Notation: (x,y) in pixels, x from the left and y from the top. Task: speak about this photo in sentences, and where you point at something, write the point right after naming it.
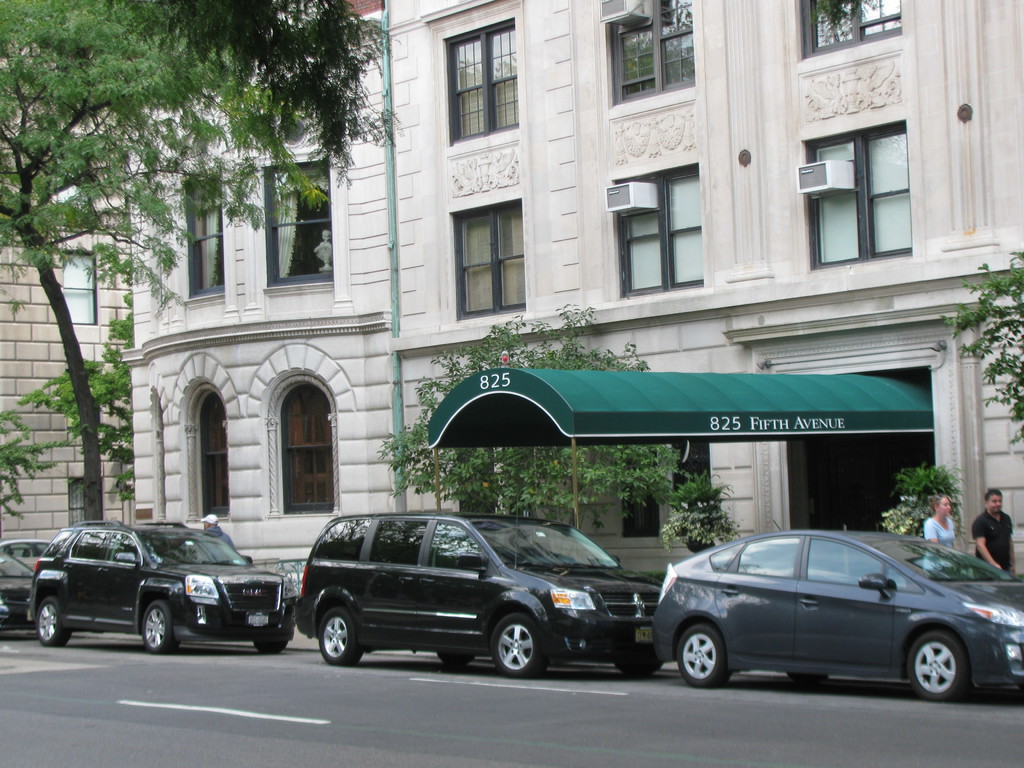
In this image, there are cars (437,601) on the road (472,672). I can see a building (664,550) and there are trees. On the right side of the image (935,523), there are two persons (982,553) standing.
